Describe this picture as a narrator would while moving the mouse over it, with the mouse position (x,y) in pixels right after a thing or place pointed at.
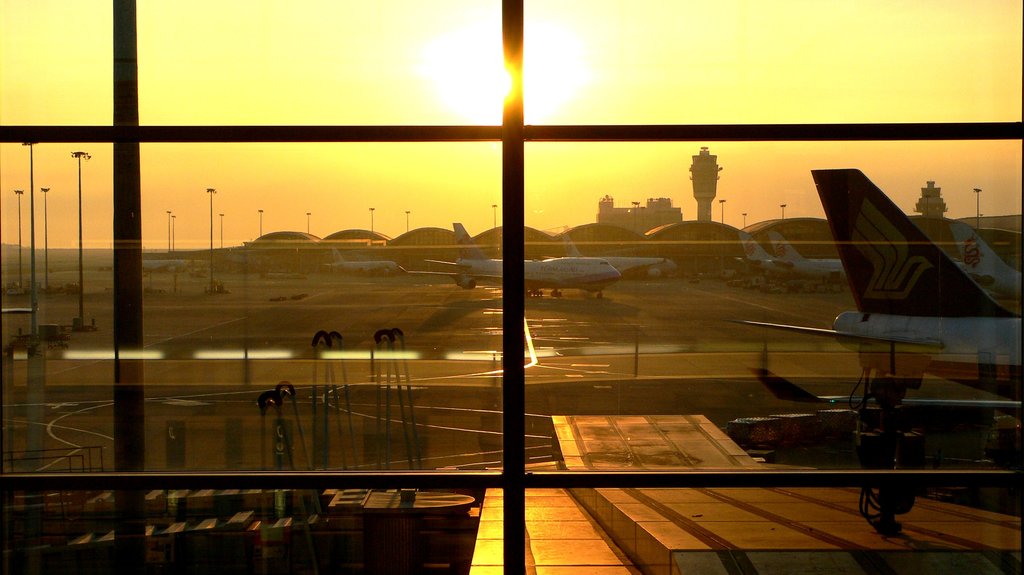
In the image we can see there are many aeroplanes (529,276) standing on the runway road (714,303) and behind there are buildings (553,239). There are boxes (253,502) kept on the road (298,457).
